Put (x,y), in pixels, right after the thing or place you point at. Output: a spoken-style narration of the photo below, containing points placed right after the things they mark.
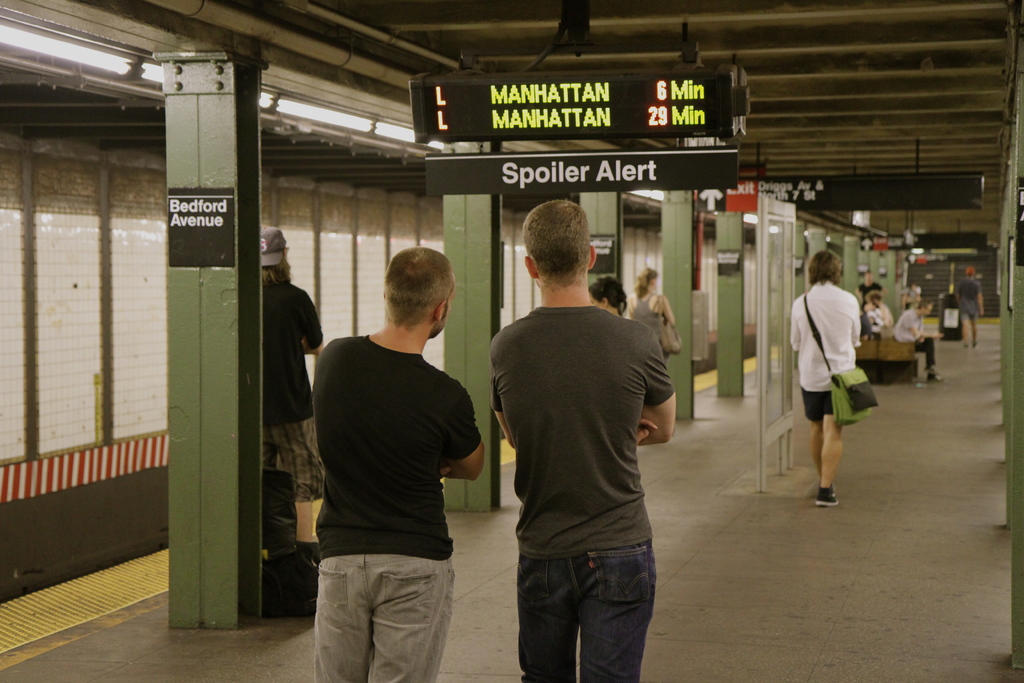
In this image we can see a group of people (811,417) standing on the ground (512,467). One person (837,325) is carrying a bag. To the right side of the image (878,318) we can see some people (906,333) sitting. At the top of the image (572,104) we can see sign board (600,115) with some text (556,96). In the background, we can see a group of poles (248,285). In the top right corner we can see a staircase (949,272).
